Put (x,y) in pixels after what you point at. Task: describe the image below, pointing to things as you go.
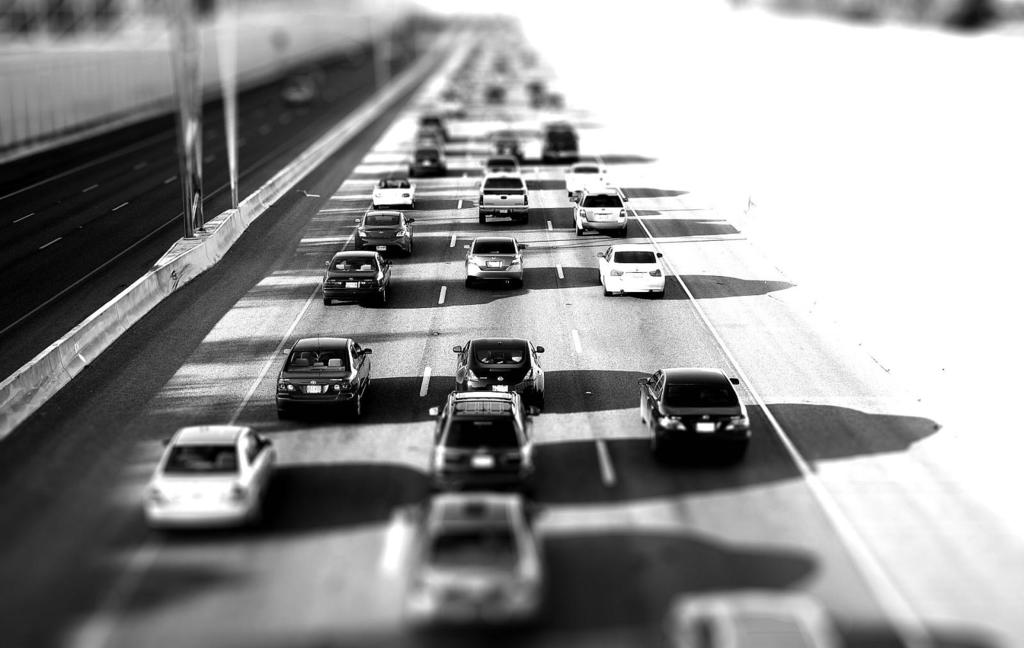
This is a black and white picture. Here we can see roads (268,234), cars (460,417), and poles (227,153). There is a blur background (545,45).
